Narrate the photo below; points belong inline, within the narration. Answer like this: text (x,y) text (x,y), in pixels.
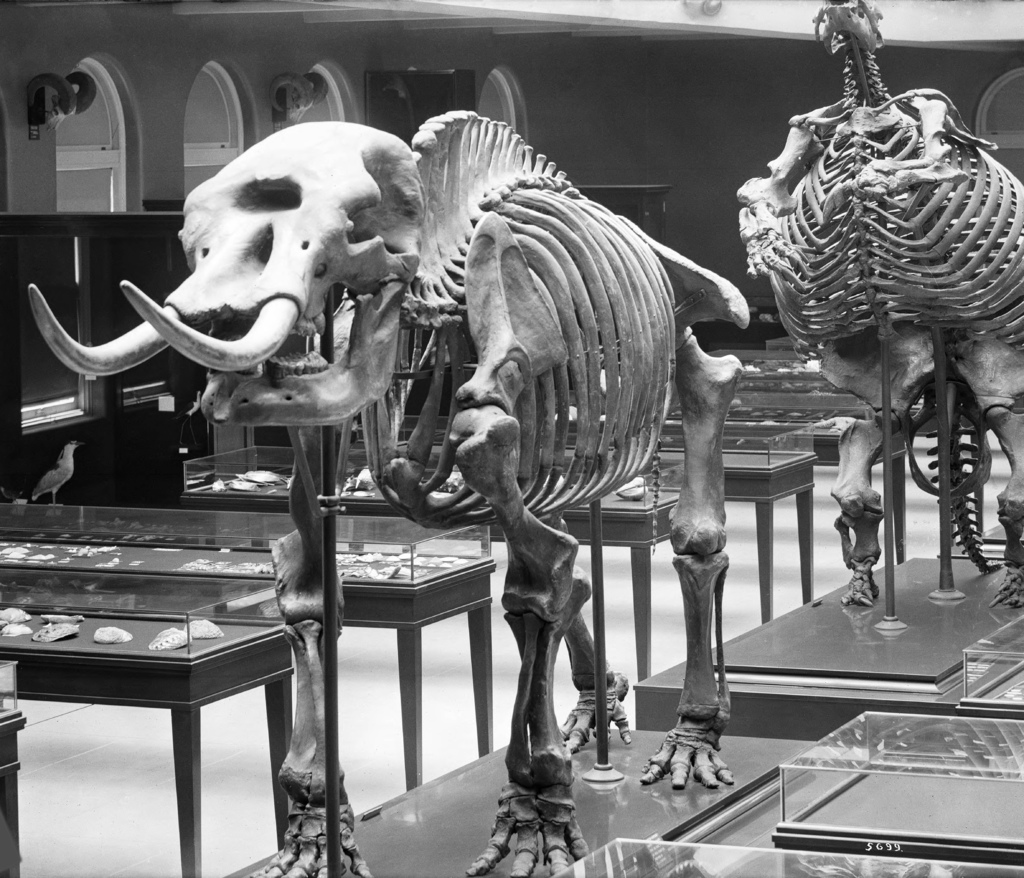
In this image, there are two skeletons (581,259) of animals (825,158) which are kept on the floor (622,568). And both side of the image, there are tables (920,787) on which old stones (208,624) are kept. The background wall (641,67) is grey in color and the roof top (488,4) is white in color. This picture is taken inside a museum hall (641,627).
